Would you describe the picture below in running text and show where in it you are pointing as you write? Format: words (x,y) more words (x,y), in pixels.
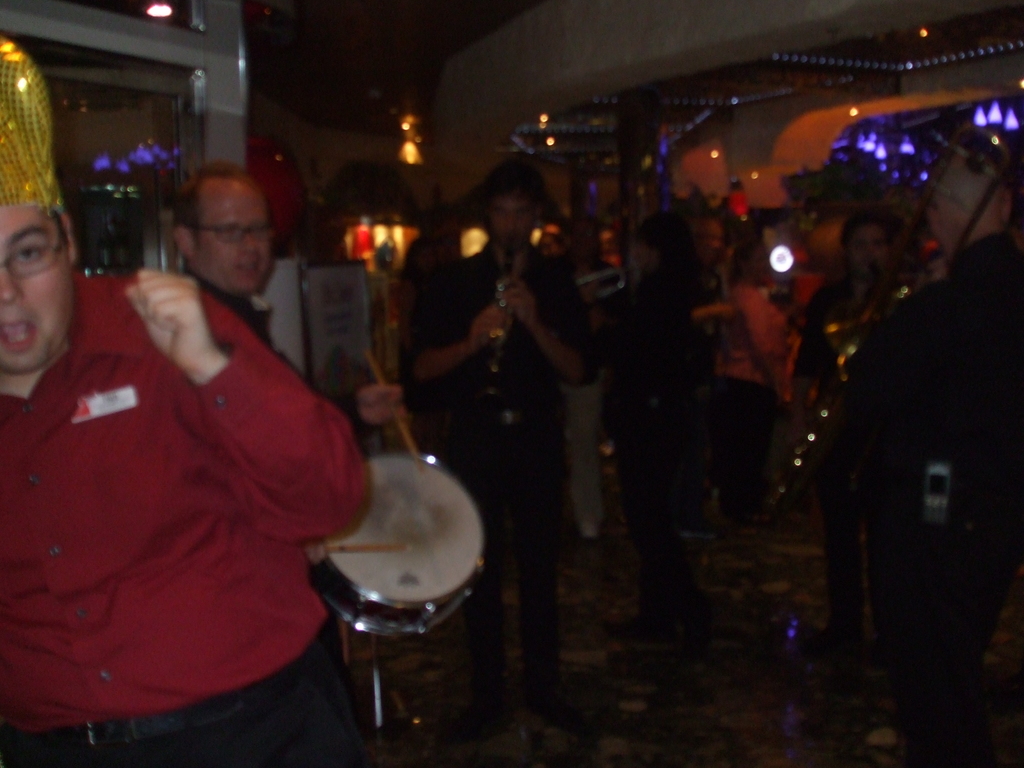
In this image I can see number of people (106,340) are standing. I can see few of them are holding musical instruments (386,503). In the background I can see number of lights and I can see this image is little bit in dark.
